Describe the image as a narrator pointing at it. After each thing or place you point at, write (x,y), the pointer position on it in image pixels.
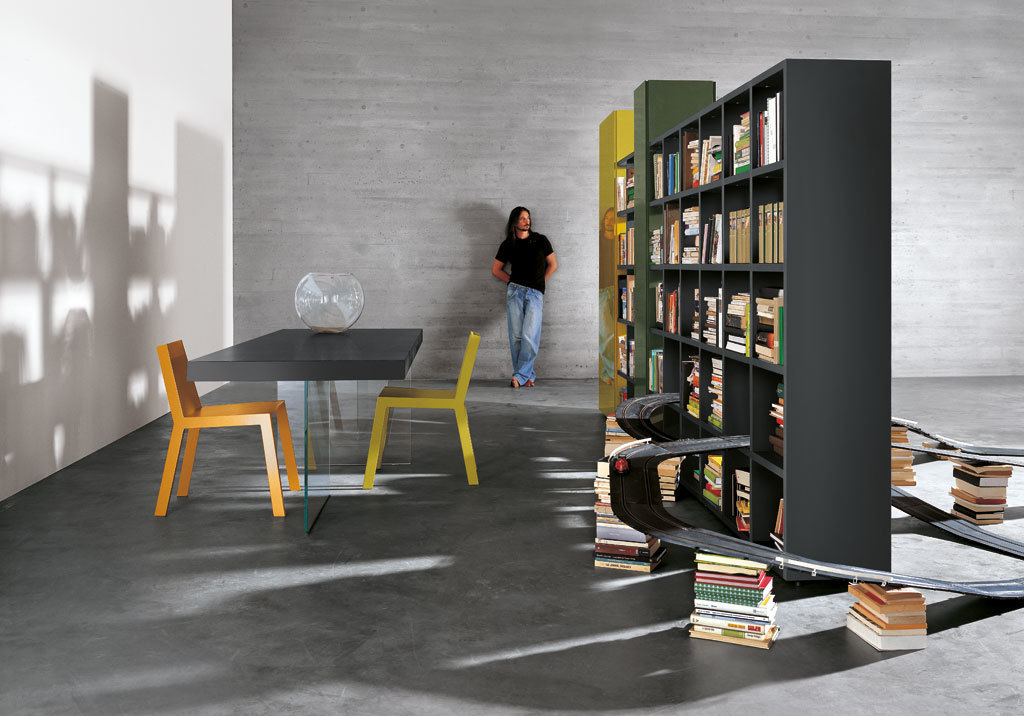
As we can see in the image, there is a man (522,282) standing on floor (517,414) and there is a black color table (324,357) and two chairs (280,417) and there is a rack (812,150). The rack (683,287) is filled with books (714,422) and on the left side (160,211) the wall (91,199) is in white color.
